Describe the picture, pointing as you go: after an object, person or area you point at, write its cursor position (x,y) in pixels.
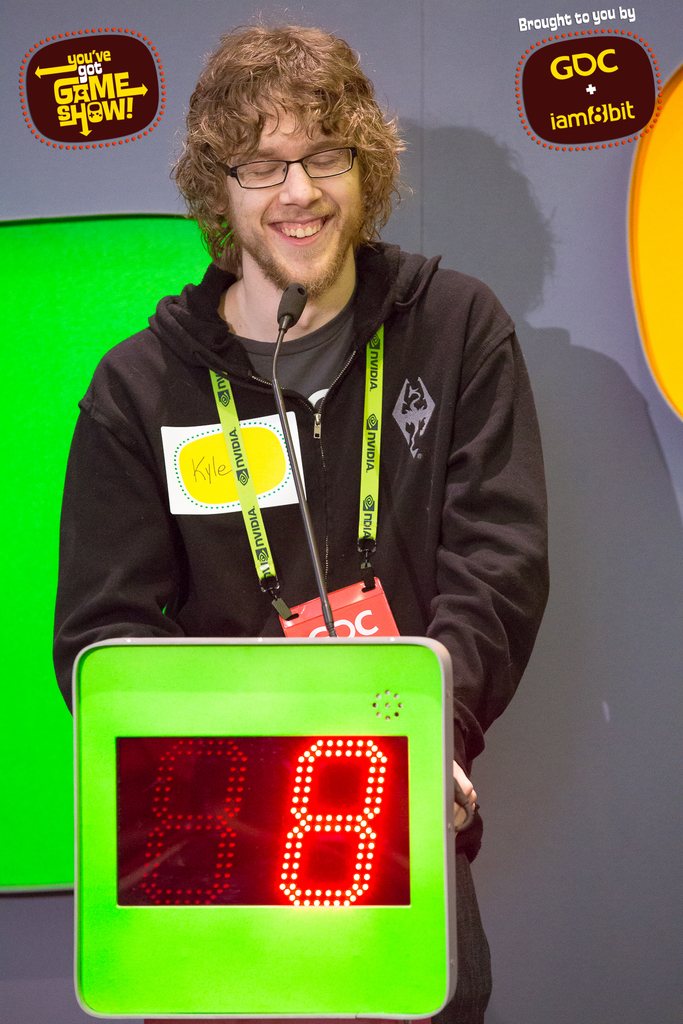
This is the man (451,612) standing and smiling. He wore a jerkin (339,437), T-shirt (308,385), badge (264,440), spectacle (306,159) and trouser (461,988). This looks like a small digital scoreboard (374,778). I can see the watermarks (545,76) on the image.
